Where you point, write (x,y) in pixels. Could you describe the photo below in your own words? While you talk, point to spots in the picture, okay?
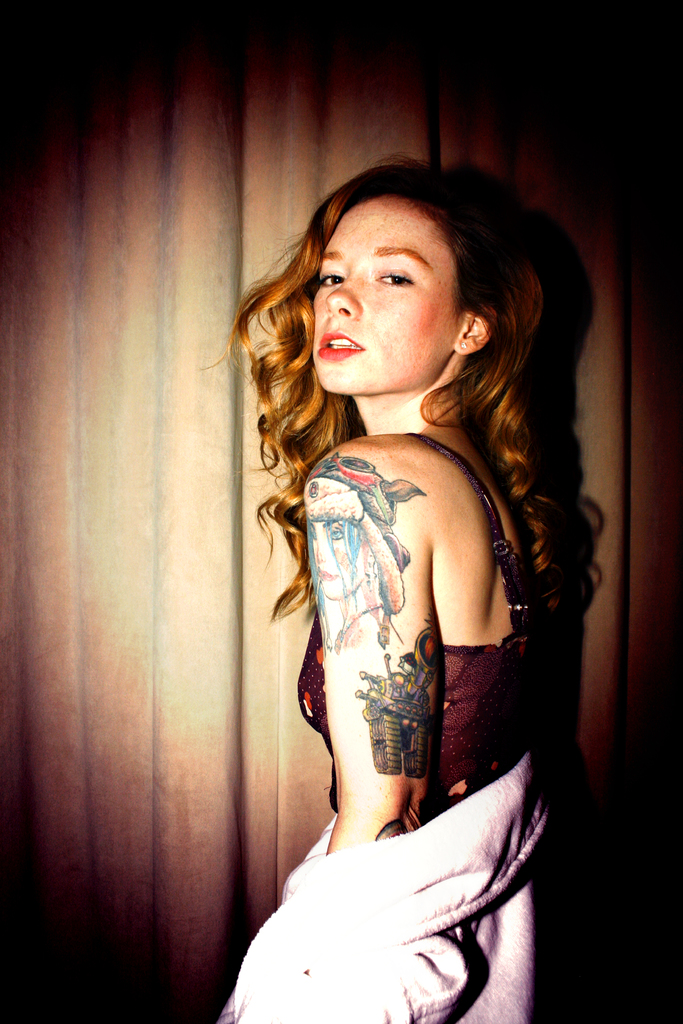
In this image I can see the person (447,836) standing and the person (393,832) is wearing white color dress (367,906) and I can see the brown color background (41,506).
